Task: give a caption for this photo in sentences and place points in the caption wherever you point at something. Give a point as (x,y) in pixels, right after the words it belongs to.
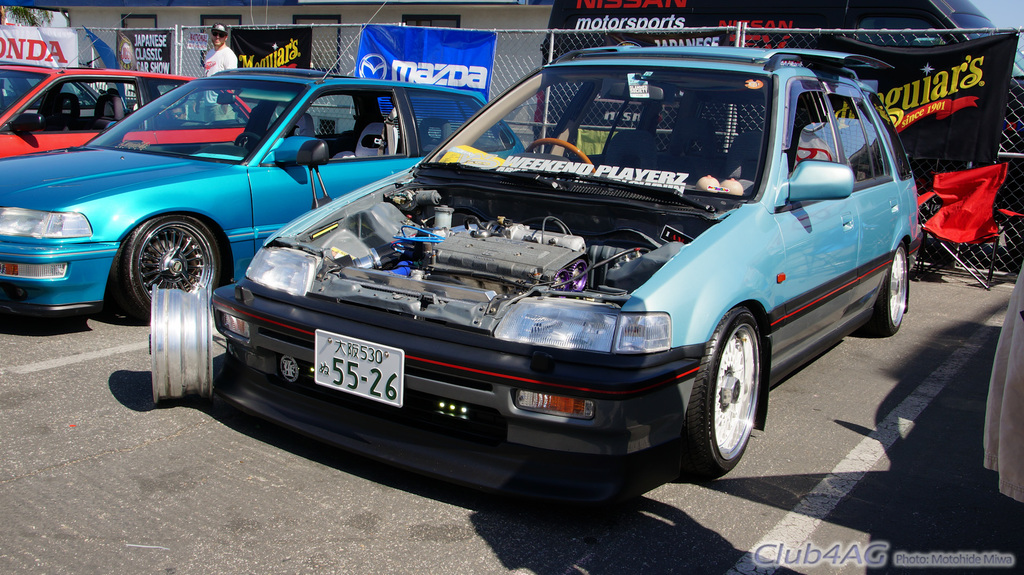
In this picture there are vehicles (490,270) on the road (932,315). On the left side of the image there is a person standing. At the back (977,131) there are banners (417,60) on the fence (726,32) and there is text (162,71) on the banners (946,60), Behind the fence (690,31) there is a building (414,20) and there is a vehicle (633,15) and there is text (658,22) on the vehicle (714,21) and there is a tree (35,21). At the bottom (514,547) there is a road (745,472). At the bottom right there is text (953,563).
